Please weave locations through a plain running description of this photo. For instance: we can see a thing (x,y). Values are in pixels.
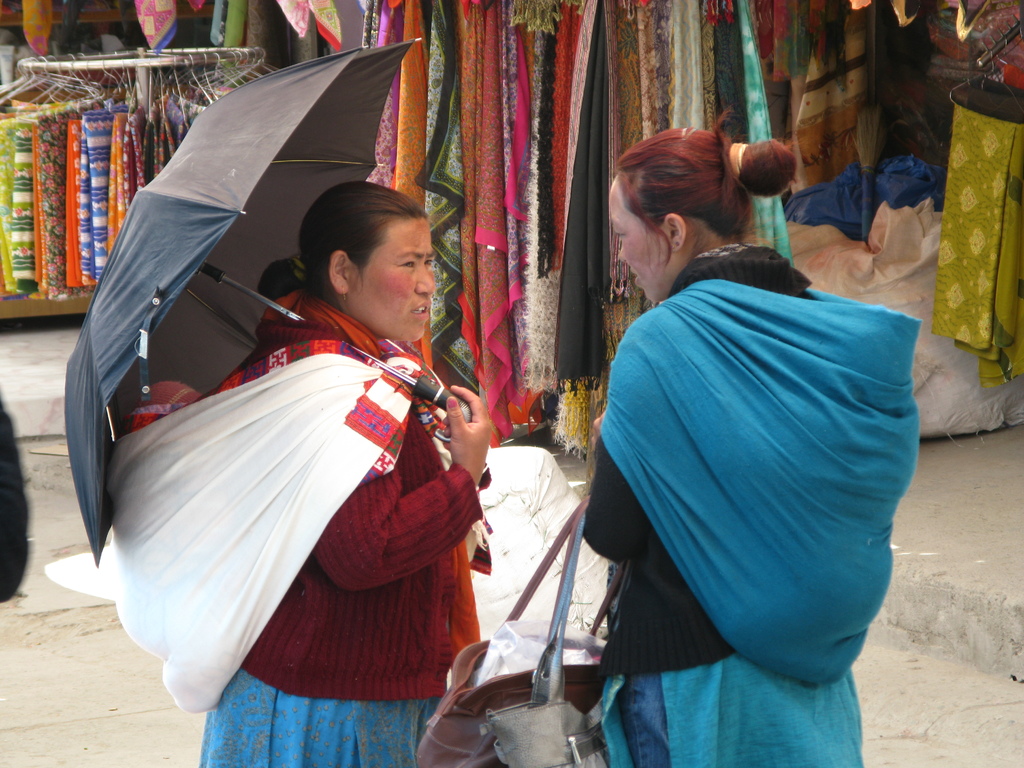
Here I can see two women (264,678) standing and wearing cloth bags (707,486). The woman (687,427) who is on the right side (717,435) is holding two bags (532,742) in the hand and the other woman (375,310) is holding an umbrella (219,284). Both are looking at each other. It seems like they are talking. In the background (452,49) there are many clothes (113,118). On the right side (928,294) there is a bag (923,305) which is placed on the floor (979,520).
